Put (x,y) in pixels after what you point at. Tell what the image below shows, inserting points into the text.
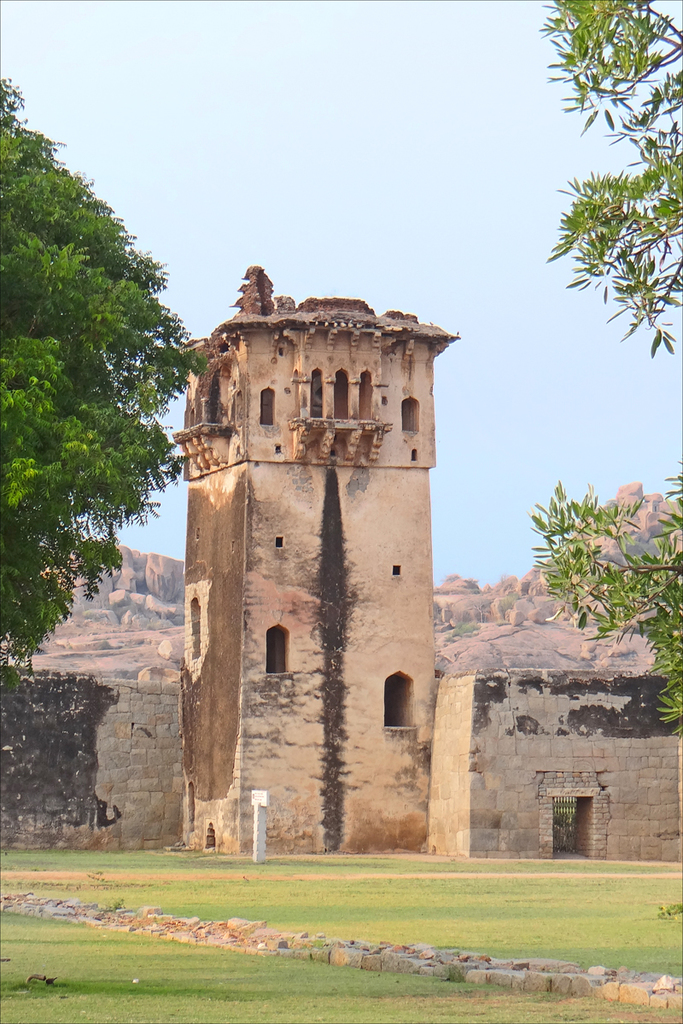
In this picture I can see green grass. I can see the fort (486,757). I can see trees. I can see the sky (282,167). I can see mountains (514,627).
